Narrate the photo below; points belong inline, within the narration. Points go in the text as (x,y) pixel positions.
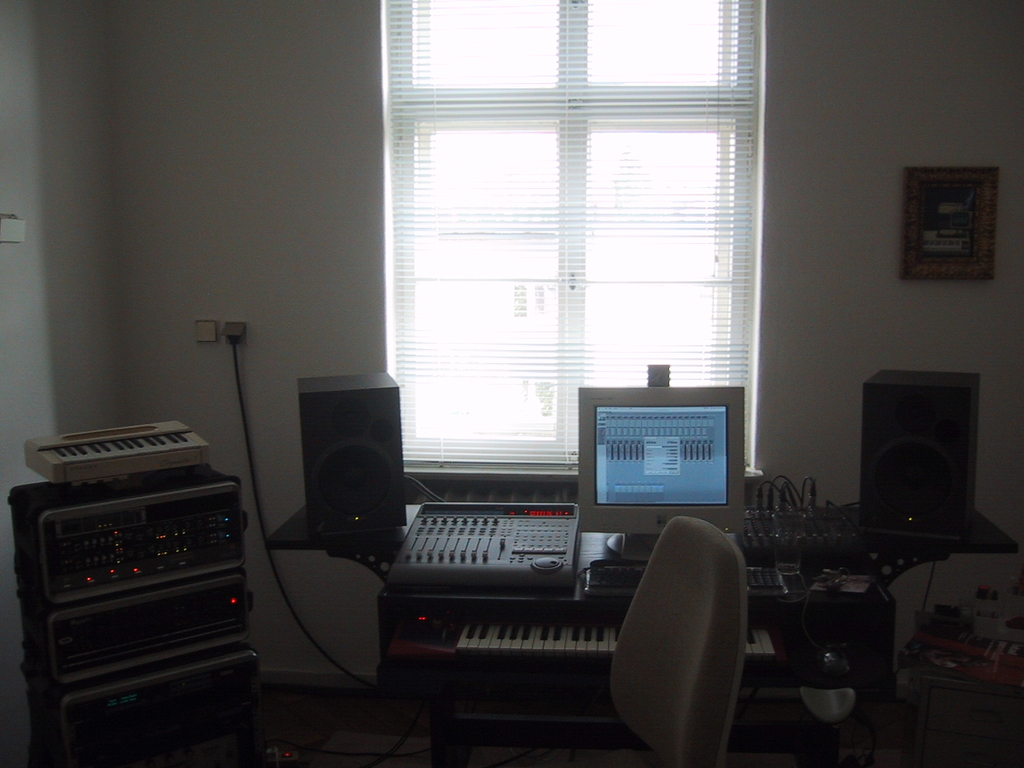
In this picture we can see a window (663,196) with curtains (627,197) and in front of it we have speakers (933,383), monitor (609,461), piano (459,610), some machine (520,532), wall (168,342), frame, chair (690,545).
